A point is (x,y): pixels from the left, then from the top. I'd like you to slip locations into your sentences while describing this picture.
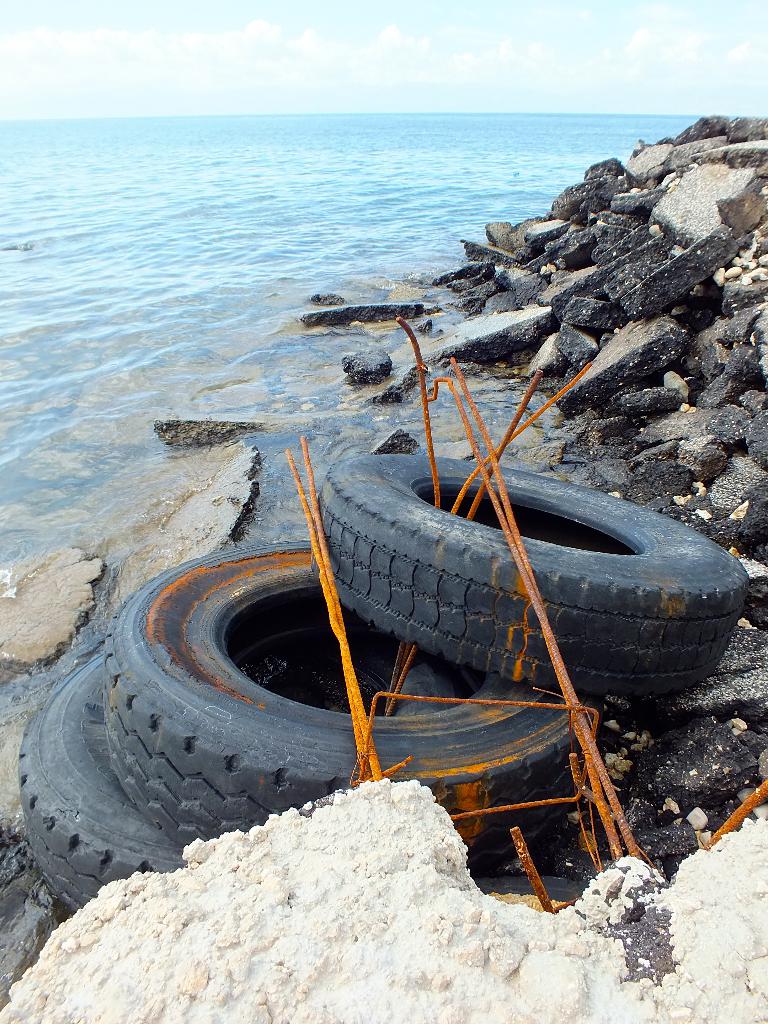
This picture is clicked outside. In the foreground (440,515) we can see the tires (354,618) of a vehicle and we can see the metal rods (336,634) and some other objects (592,943) and we can see the rocks (513,272). In the background (272,129) there is a sky (560,43) and a water body (308,203).
